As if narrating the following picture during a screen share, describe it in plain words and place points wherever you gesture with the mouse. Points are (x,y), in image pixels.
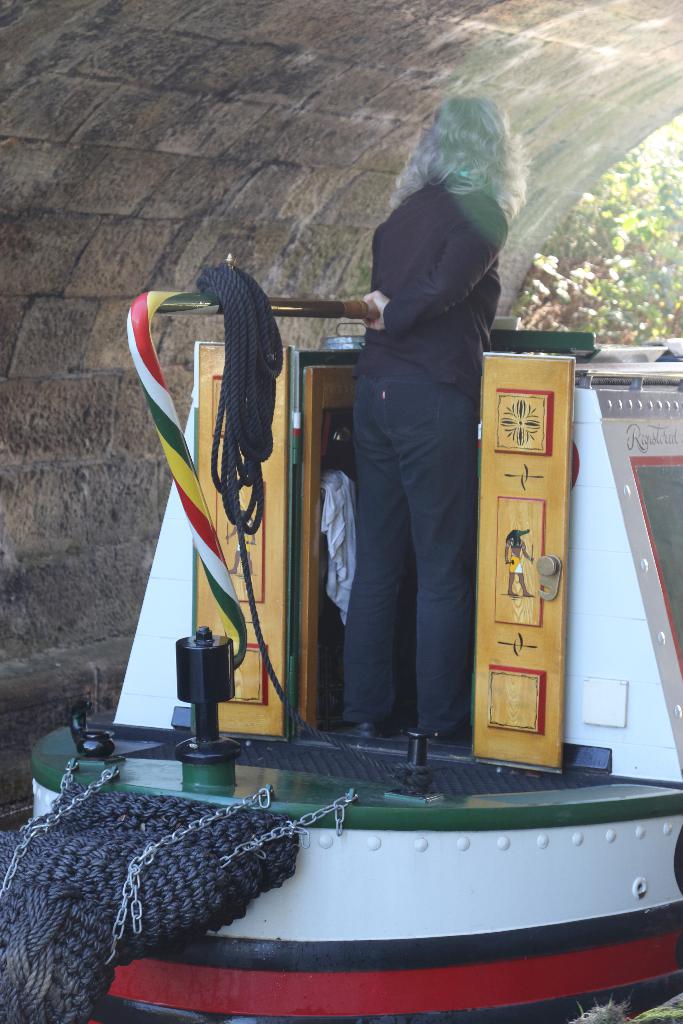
In the center of the image (365,502) a lady (440,392) is standing on a boat (271,720). In the background of the image (277,185) we can see wall (425,125) and trees (580,270) are there.
